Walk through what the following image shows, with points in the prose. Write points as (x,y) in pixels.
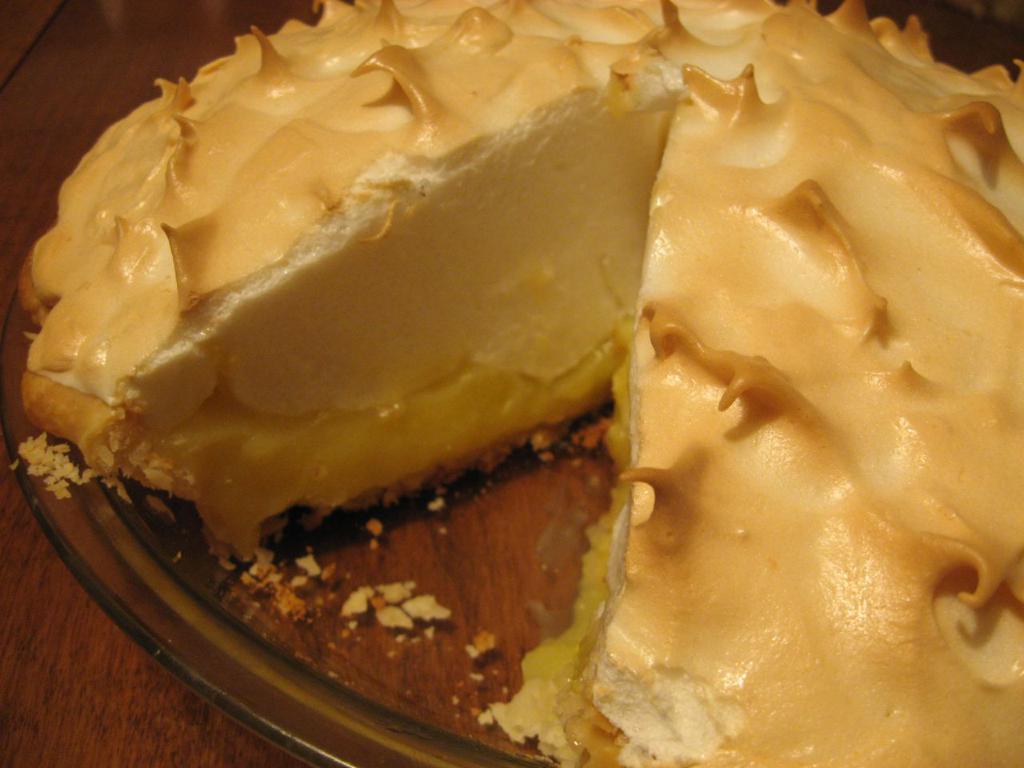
In this picture we can see a glass bowl (257,643), there is lemon meringue pie (672,333) present in this bowl (263,628), at the bottom (103,707) there is wooden surface (41,660).
